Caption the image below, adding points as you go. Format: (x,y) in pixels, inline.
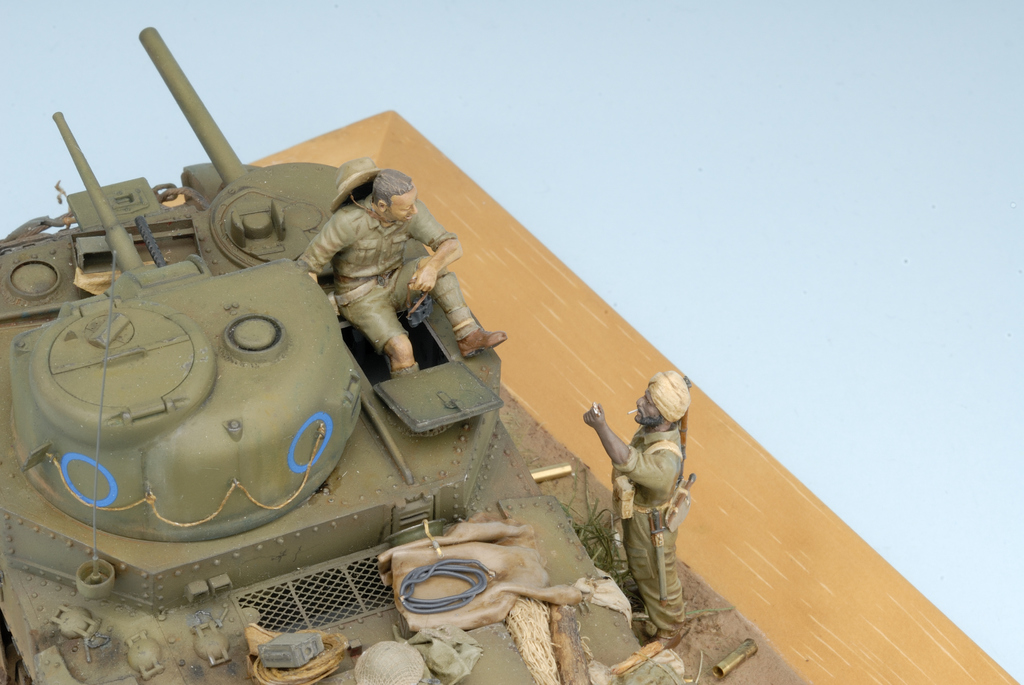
In this image there is a toy military tanks (74,670) with two persons (440,225) on the table (880,575).
